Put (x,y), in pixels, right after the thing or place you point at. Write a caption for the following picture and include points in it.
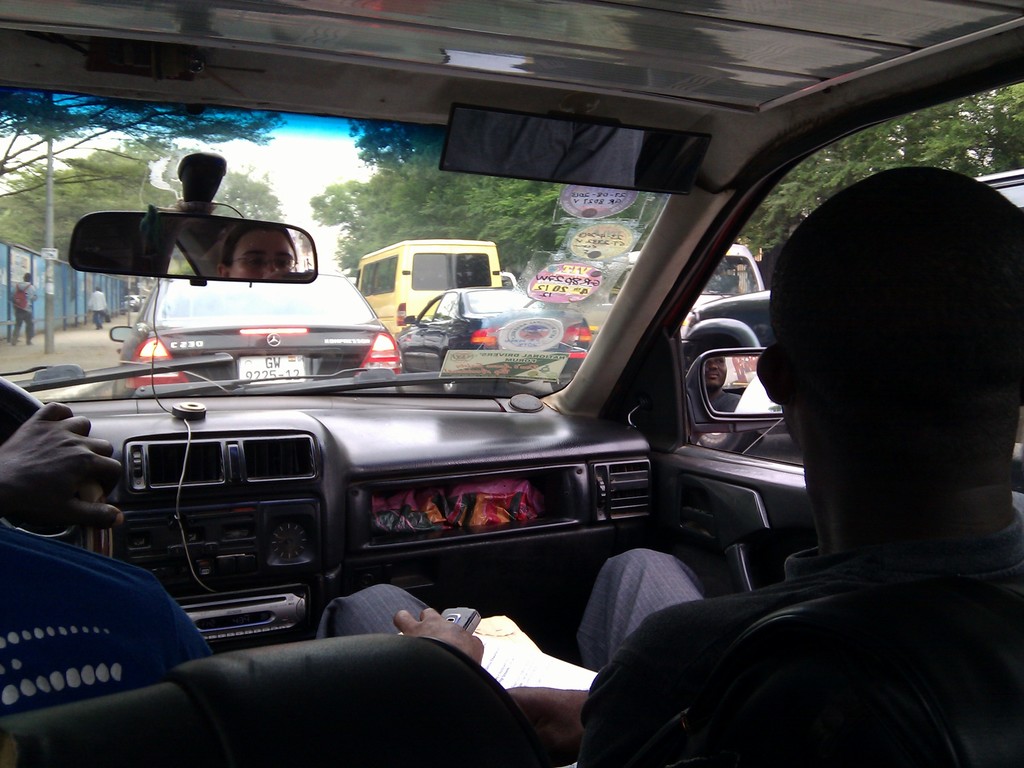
In this image I can see a inner part (157,434) of the vehicle (361,556) and I can see two persons (88,571) sitting. Background (293,335) I can see few vehicles (692,337) on the road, trees (402,211) in green color and sky (327,166) in white color.
